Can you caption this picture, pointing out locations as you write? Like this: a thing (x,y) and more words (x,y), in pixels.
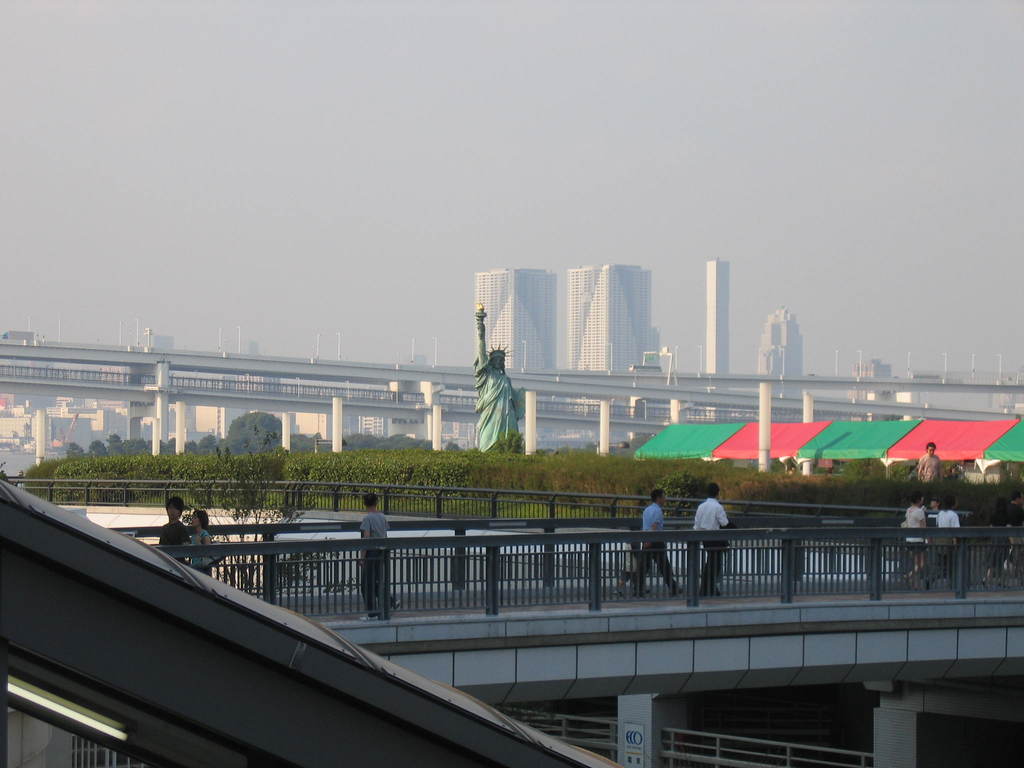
In this picture we can see there are groups of people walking on the path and behind the people (698,522) there are trees (441,480), bridge (471,406), buildings (524,364) and statue of liberty (487,394). Behind the statue of liberty (494,392) there are skyscrapers (532,303) and a sky (466,202).
